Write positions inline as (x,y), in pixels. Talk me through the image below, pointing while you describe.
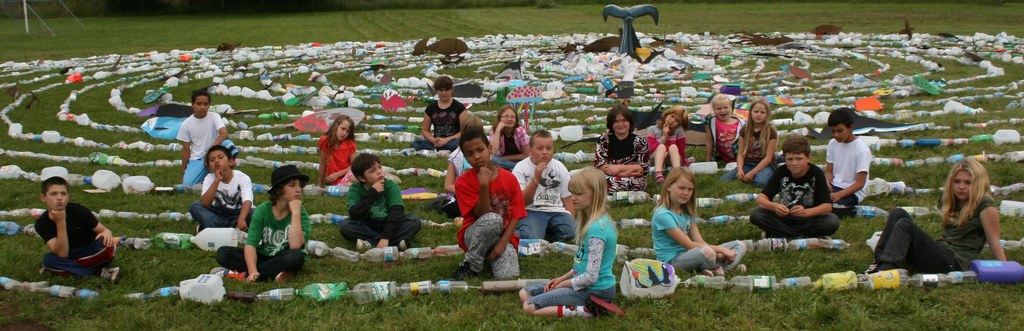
In this picture we can see some kids (796,156) sitting on the ground (900,173), at the bottom (426,310) there is grass (414,306), we can see bottles (428,63) here, there is a statue (624,23) in the middle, on the left side (25,14) there is a pole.
